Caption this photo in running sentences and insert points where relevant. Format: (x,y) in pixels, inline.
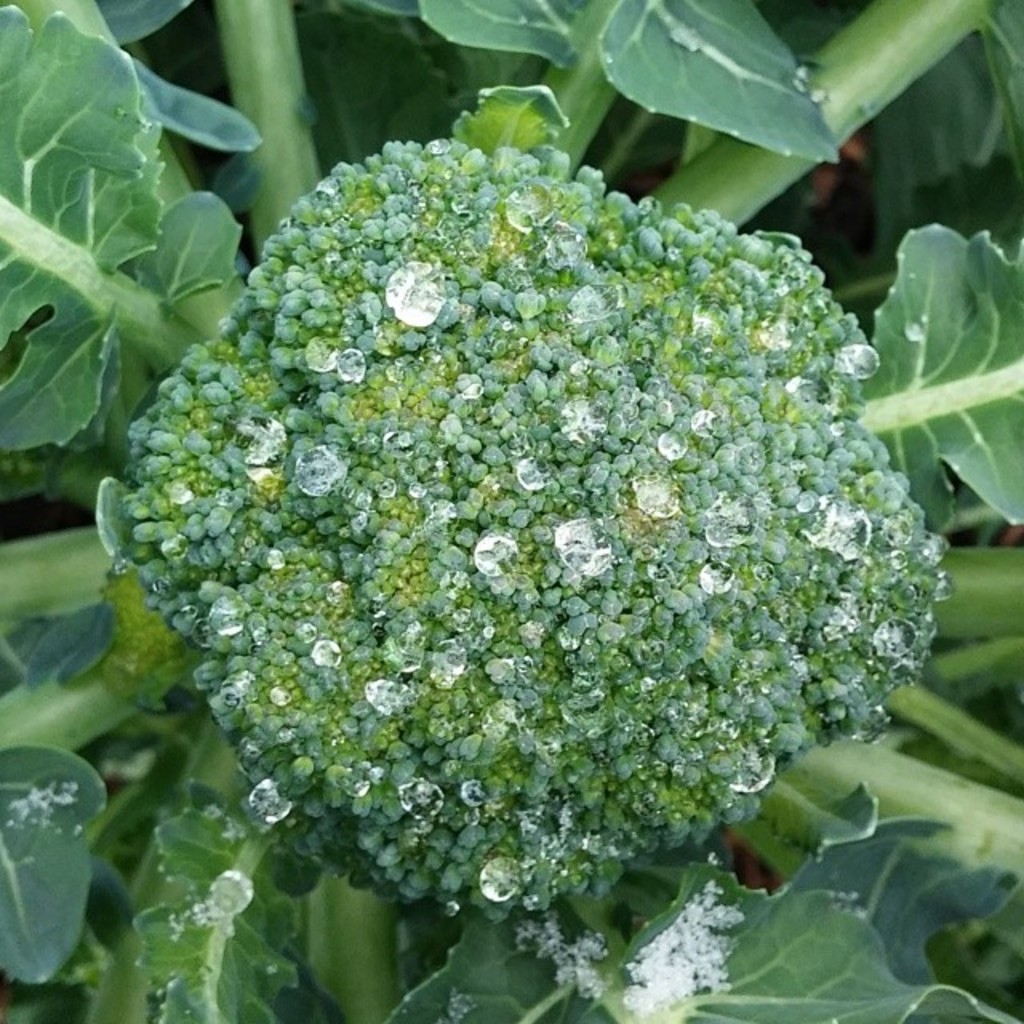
This picture looks like a broccoli (640,562), I can see few leaves (524,0) and few water droplets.
